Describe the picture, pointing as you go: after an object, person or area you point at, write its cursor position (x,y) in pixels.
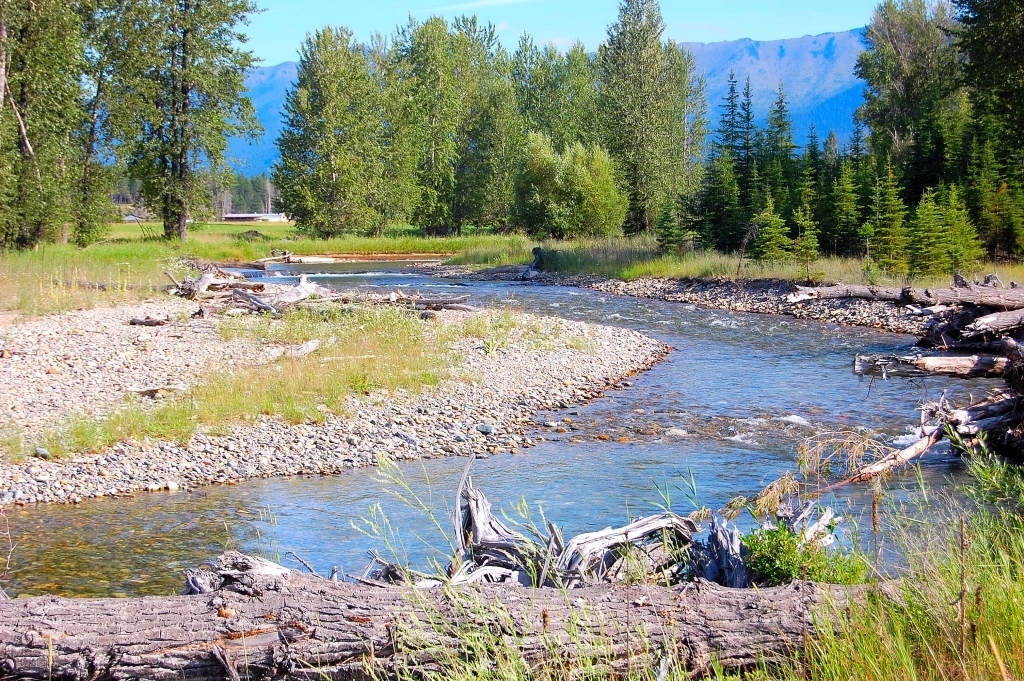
In the middle (553,429) water (601,490) is flowing, at the bottom (72,622) there is a log (527,650). There are trees (319,192) in this image, at the top (512,51) it is the sky (515,37).
